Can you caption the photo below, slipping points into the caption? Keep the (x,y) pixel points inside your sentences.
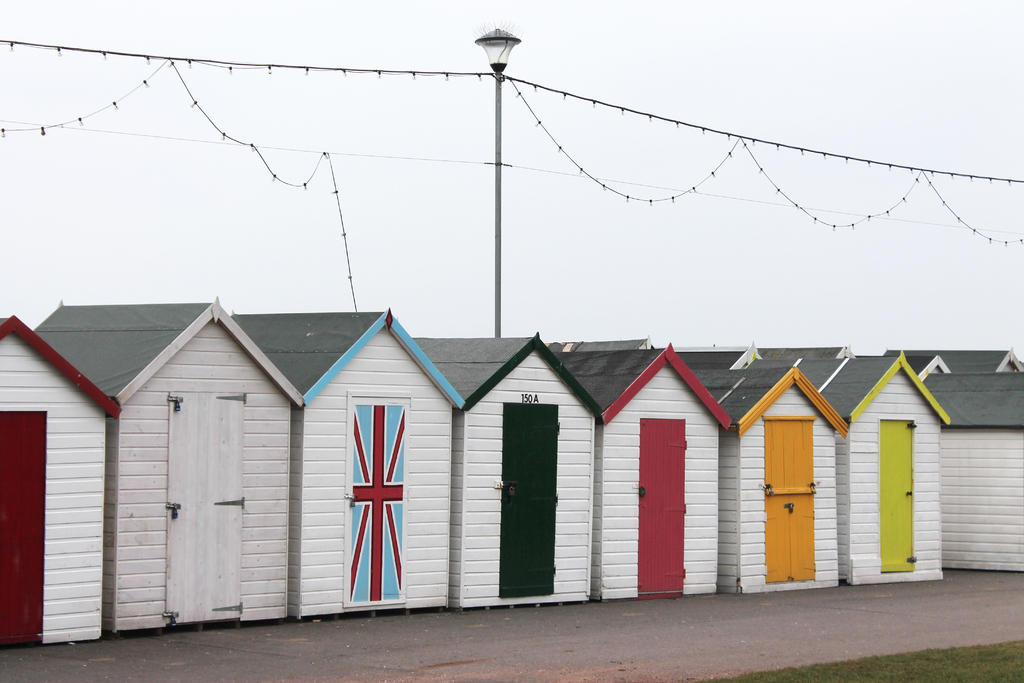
There are some wooden houses (472,445) at the bottom of this image (602,462) and there is a pole (499,103) in the middle of this image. There are some lights (315,173) hanging from this pole (502,71). There is a sky (521,76) in the background (532,208).
